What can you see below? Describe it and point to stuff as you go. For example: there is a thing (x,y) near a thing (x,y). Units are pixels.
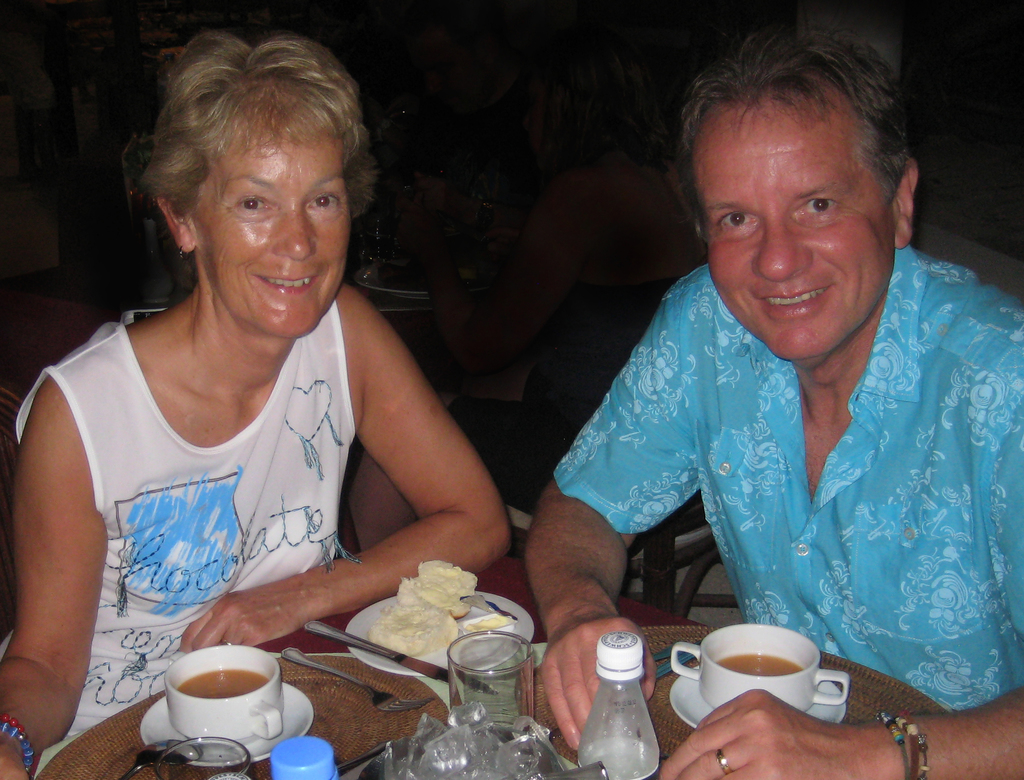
In this image we can see a man (879,353) and woman (215,470) are sitting. The man (899,511) is wearing a blue color shirt (926,467) and the woman (258,556) is wearing a white color top (194,516). We can see a table (662,654) in front of them. On the table (548,699), we can see cups (709,692), saucers (700,705), bottle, glass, ice (450,747), fork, knife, plates (396,665), tea (219,689) and some food item (432,632). In the background (572,73), we can see people (571,142) are sitting.
